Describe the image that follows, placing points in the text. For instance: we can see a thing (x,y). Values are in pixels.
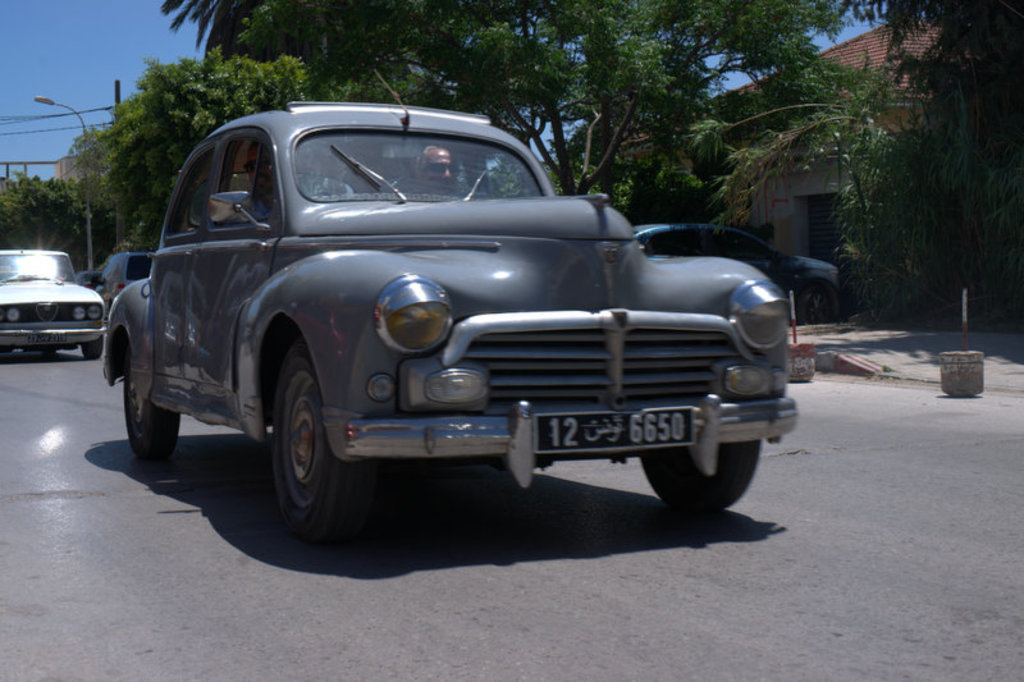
In this picture I can see few cars (158,380) on the road (422,669) and I can see building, trees (112,224), pole light (91,257) and I can see blue sky (113,86).
